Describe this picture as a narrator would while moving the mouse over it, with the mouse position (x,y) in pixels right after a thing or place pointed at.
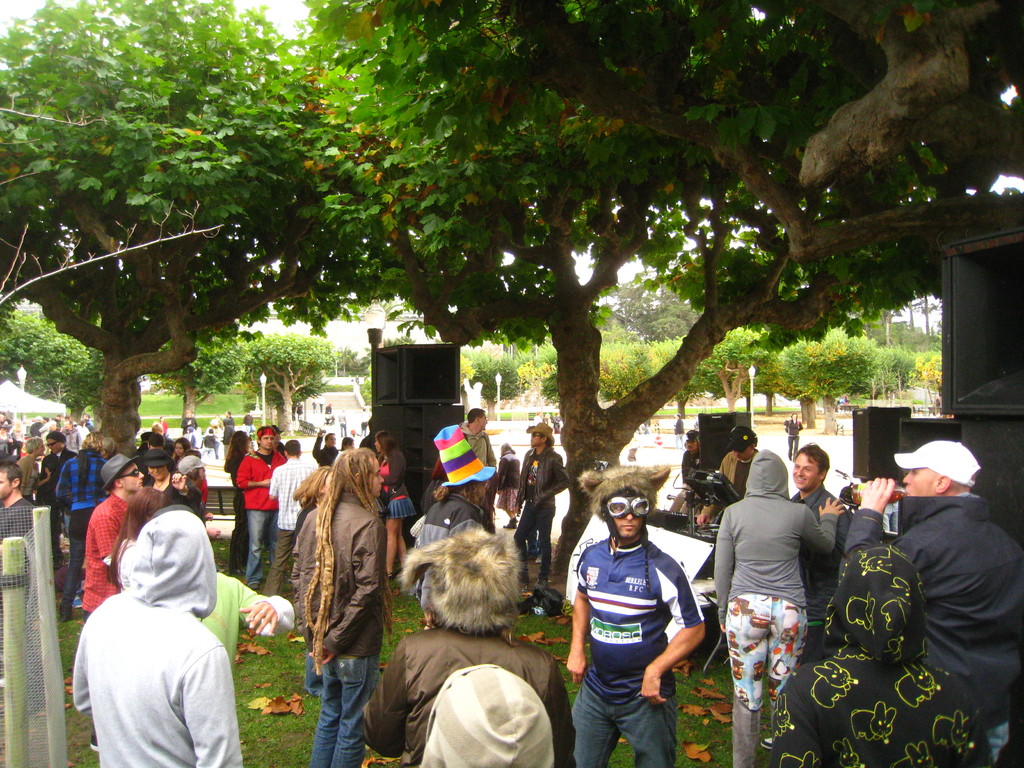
We can see group of people (65,477) and we can see grass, trees (34,123) and speakers (956,341). In the background (719,398) we can see trees (336,358) and lights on poles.
